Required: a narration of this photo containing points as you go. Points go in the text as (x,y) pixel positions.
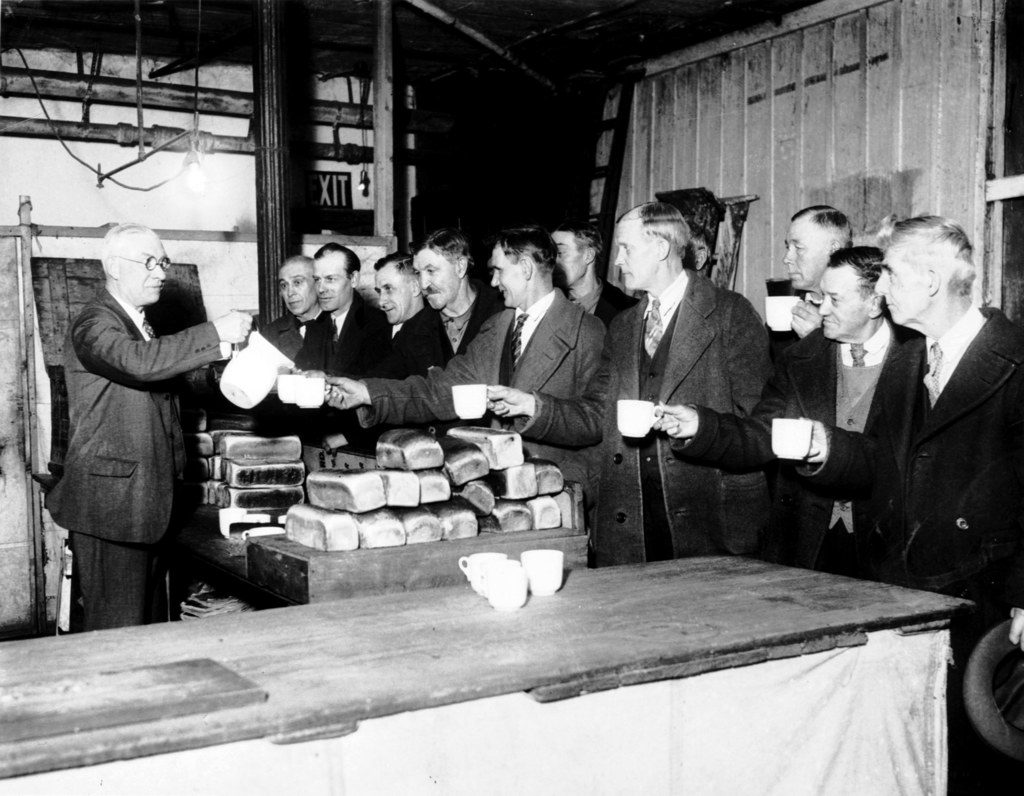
This picture shows a group of people (331,259) standing and holding cups (479,415) in their hands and we see a man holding a Jug (250,383).
